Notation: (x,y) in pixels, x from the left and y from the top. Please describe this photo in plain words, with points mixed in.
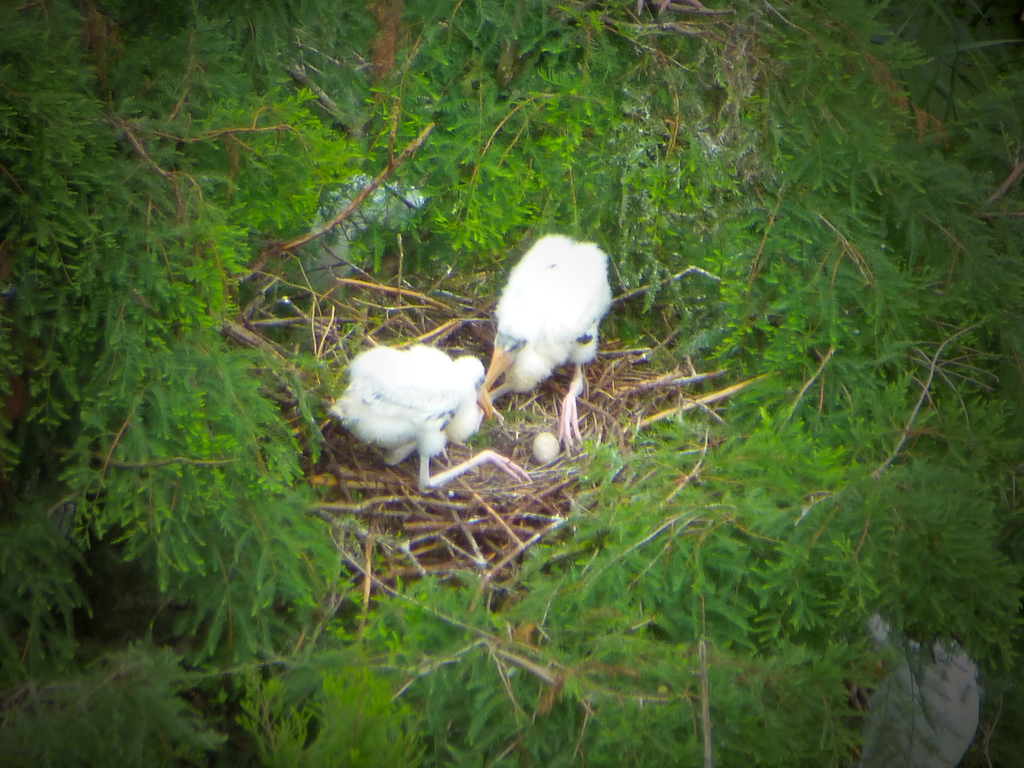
In this image I can see a nest (410,537) in the center (501,495). There are 2 white birds (579,327) and an egg (545,445) in the nest (506,414). There are plants (514,221) around the nest (562,448).
